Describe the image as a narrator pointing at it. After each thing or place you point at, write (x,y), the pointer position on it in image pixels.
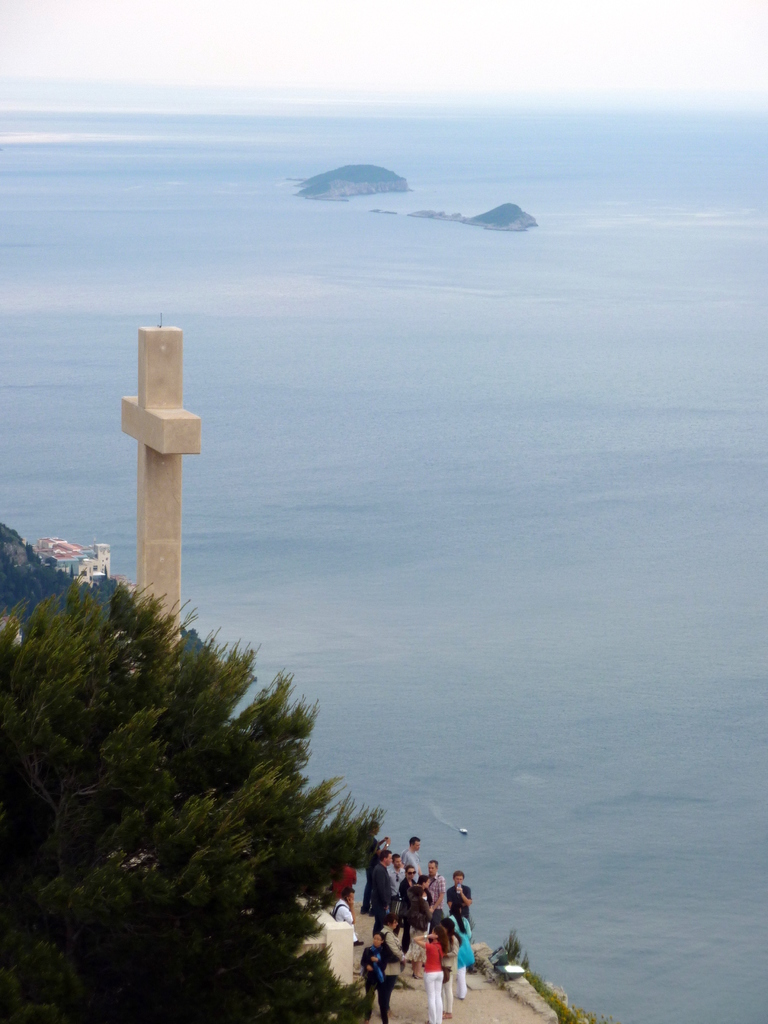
There are some persons (439,896) standing as we can see at the bottom of this image (418,927) and there are some trees (200,884) are present on the left side of this person's (338,914). There is a jesus cross (176,539) on the left side of this image (156,493), and there is a sea (439,375) in the background (447,437).
